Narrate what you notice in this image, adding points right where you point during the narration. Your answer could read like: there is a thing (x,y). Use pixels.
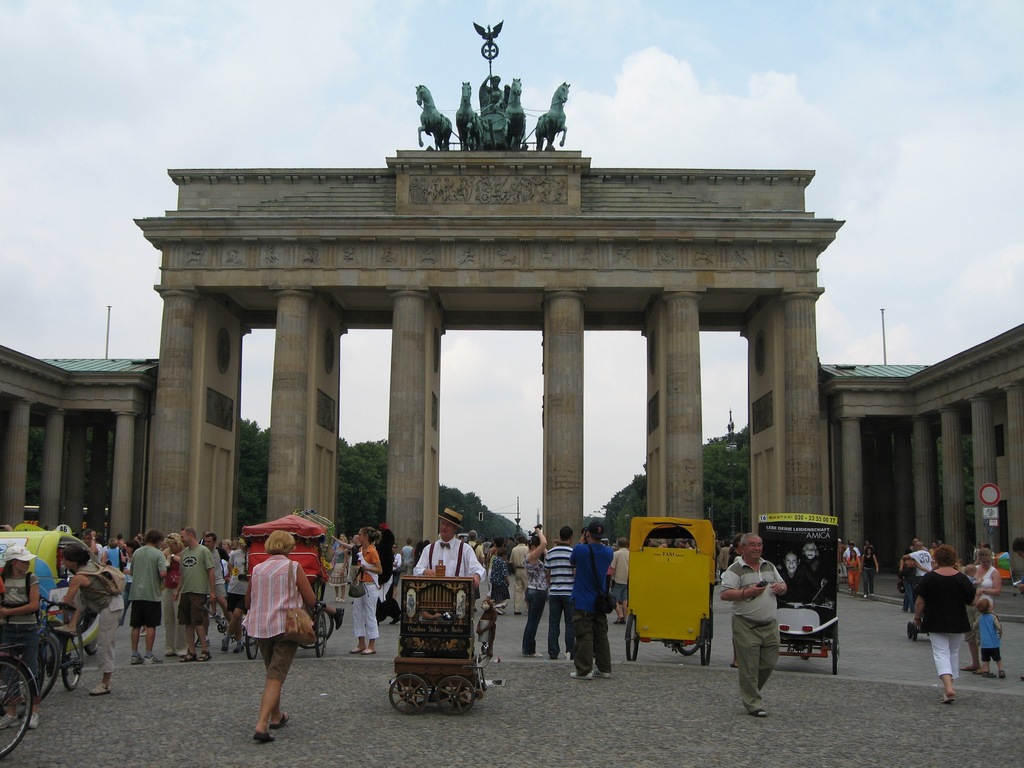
In this image we can see an arch (683,328) and there are sculptures (515,83). At the bottom (928,604) there are people (155,615) and we can see vehicles (684,633). In the background (685,115) there is sky (203,151) and we can see trees (713,498) and there are pillars (95,458).
